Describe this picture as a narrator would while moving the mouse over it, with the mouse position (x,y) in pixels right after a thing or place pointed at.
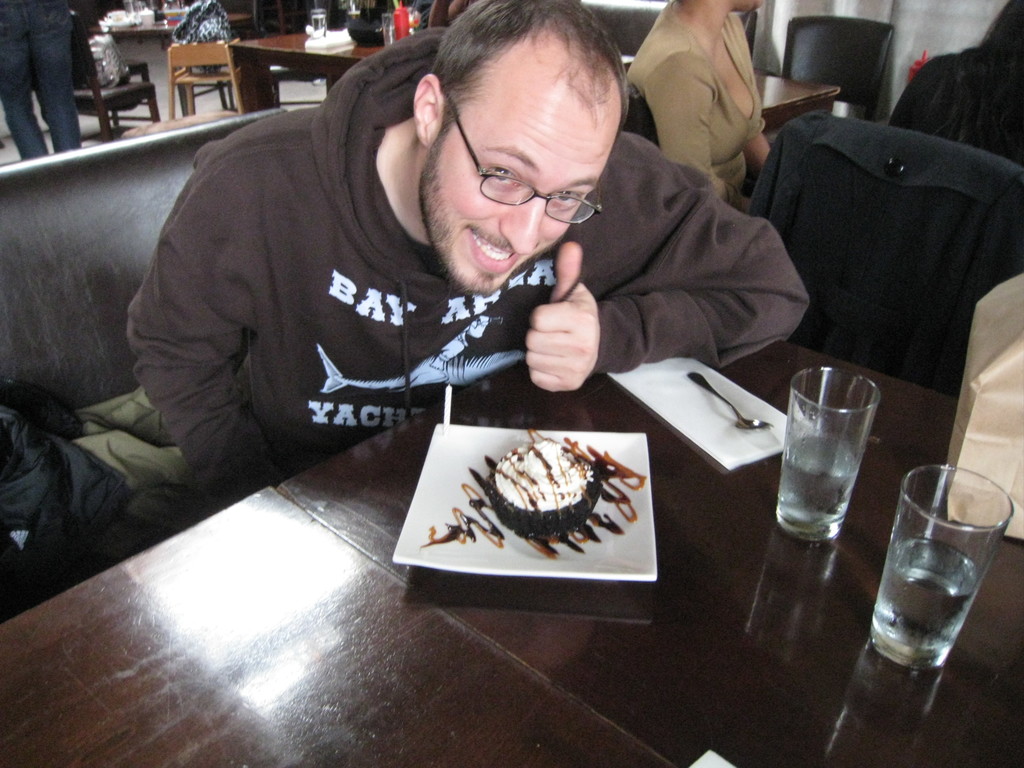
Here is the man (346,305) sitting on the couch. This is the table (331,647) with glasses (822,491), paper (750,451), spoon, plate (602,556) placed on the table (597,708). This looks like a dessert (545,490) on the plate (536,561). There are two women (757,112) sitting on the chairs (920,166). At background (358,48) i can see another table (242,60) with few things (347,33) on it. This is a chair (90,94). Here is the another person (49,72) standing. This looks like a bag (114,67) placed on the chair (206,66). Here I can see a brown color object (995,398) at the right corner of the image (1006,451) is placed on the table (889,486).
